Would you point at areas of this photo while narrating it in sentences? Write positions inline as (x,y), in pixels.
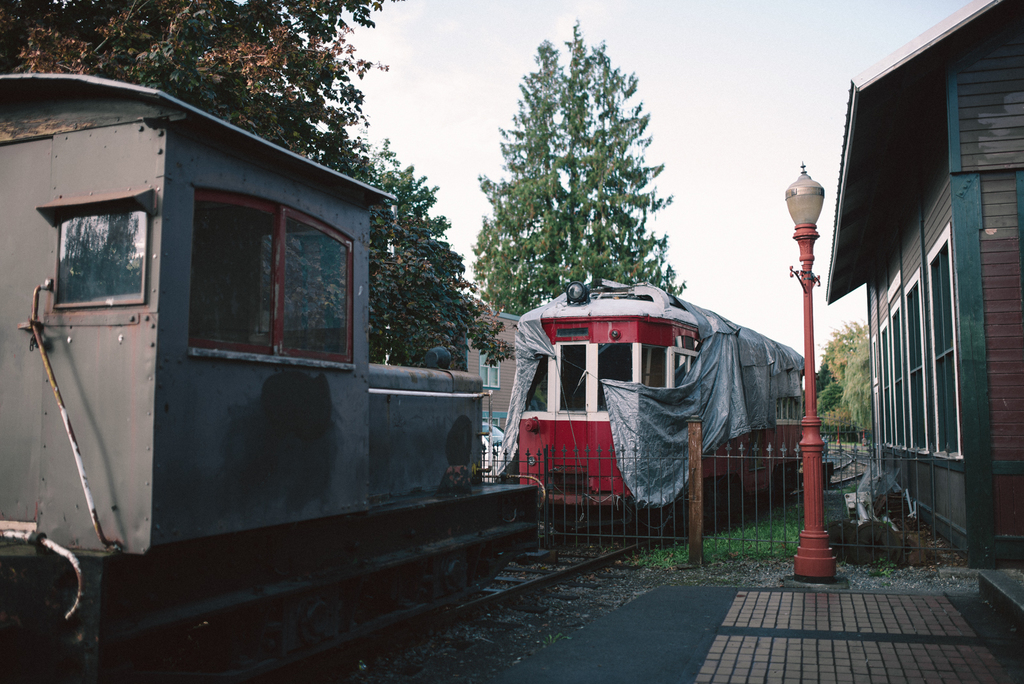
In this image, we can see trains (389,499) on the track (462,608). Here we can see railing (801,499), light pole (822,511), path (870,598), houses (965,492), trees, grass (775,530) and few objects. Background (363,42) we can see the sky (459,112).
